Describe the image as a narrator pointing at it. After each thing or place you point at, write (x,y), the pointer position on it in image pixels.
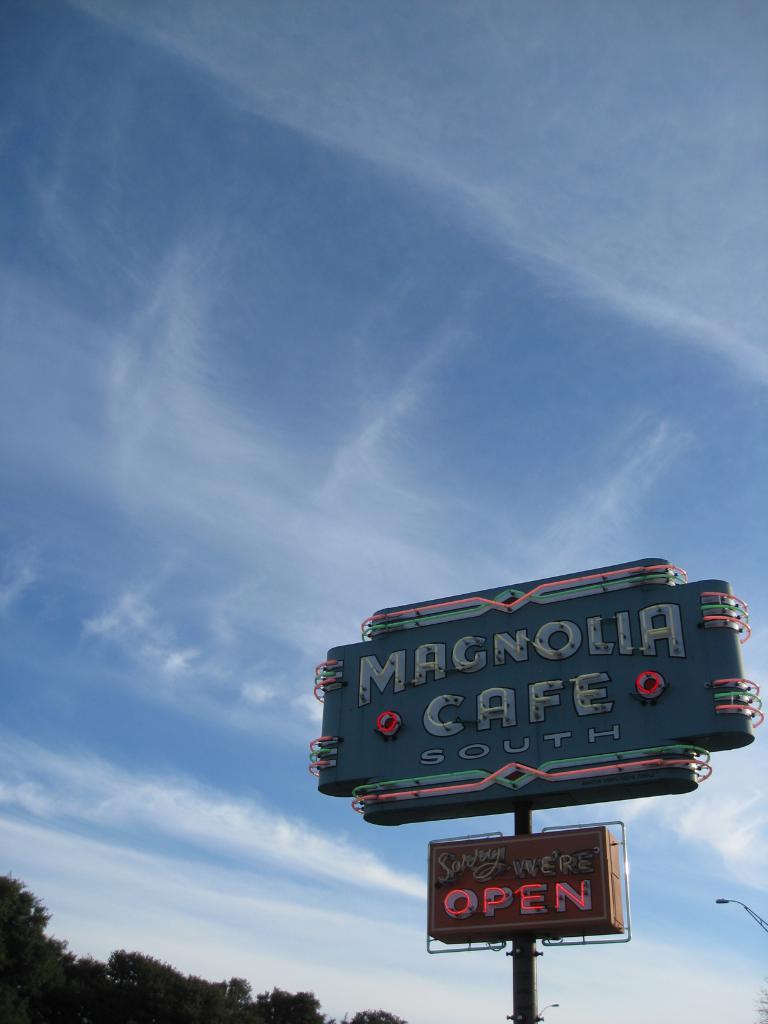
At the bottom of the picture (546,834), we see a brown color board (494,893) with "OPEN" written on it and on top of it, we see a green board (502,677) on which "MAGNOLIA CAFE" is written. Beside that, there are many trees (155,978). At the top of the picture (333,118), we see the sky (318,138).
